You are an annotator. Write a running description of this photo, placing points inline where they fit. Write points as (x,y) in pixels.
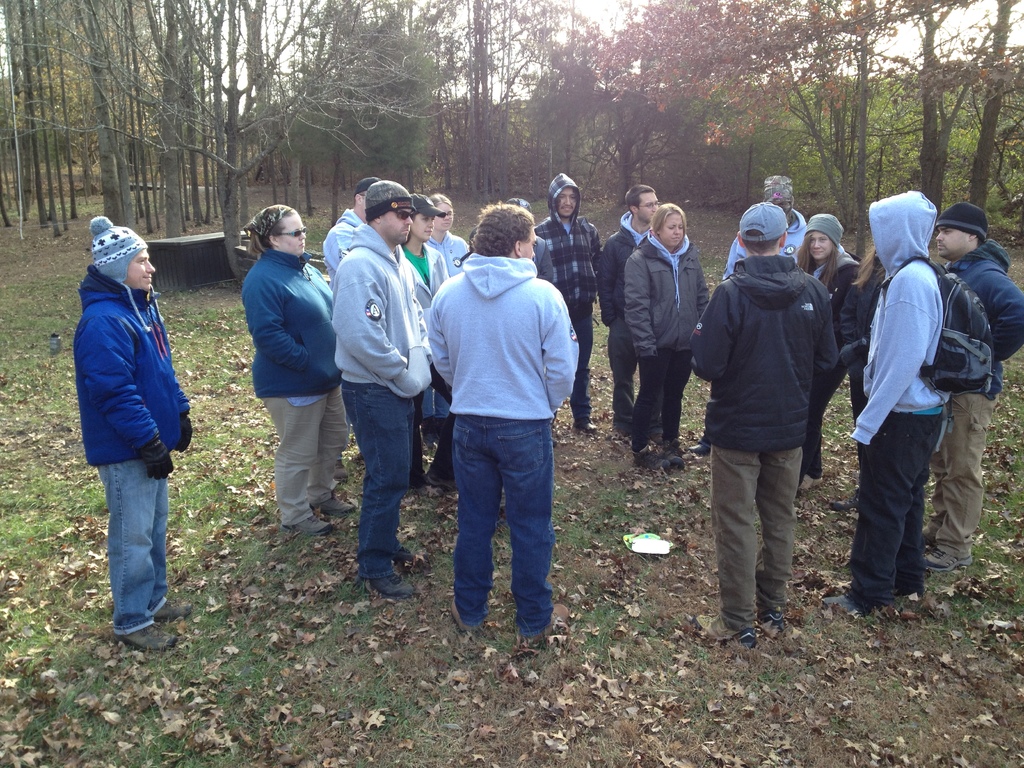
There are group of people (452,262) standing. I can see the dried leaves (262,614) lying on the grass (234,448). These are the trees (486,88) with branches (351,88) and leaves (518,116). This looks like a bench (208,252).
